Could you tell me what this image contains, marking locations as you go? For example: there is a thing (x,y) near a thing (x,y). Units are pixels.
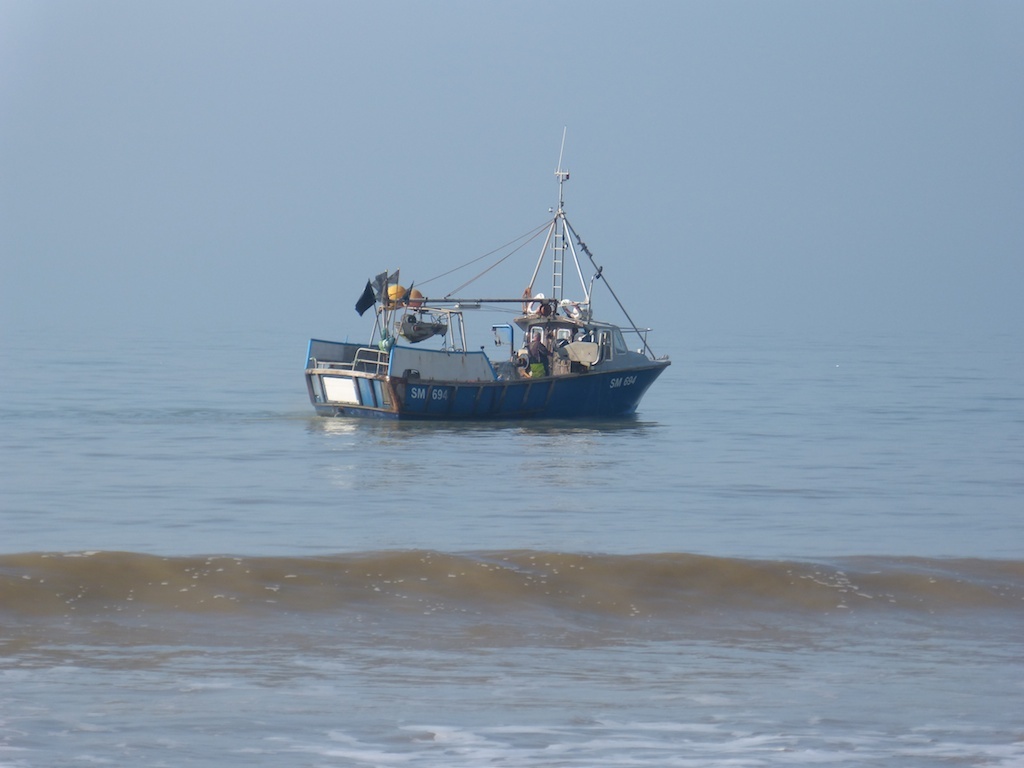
We can see ship (563,406) above the water (539,534). We can see poles (560,195) and ropes (484,255). In the background (673,79) we can see sky (693,83).
